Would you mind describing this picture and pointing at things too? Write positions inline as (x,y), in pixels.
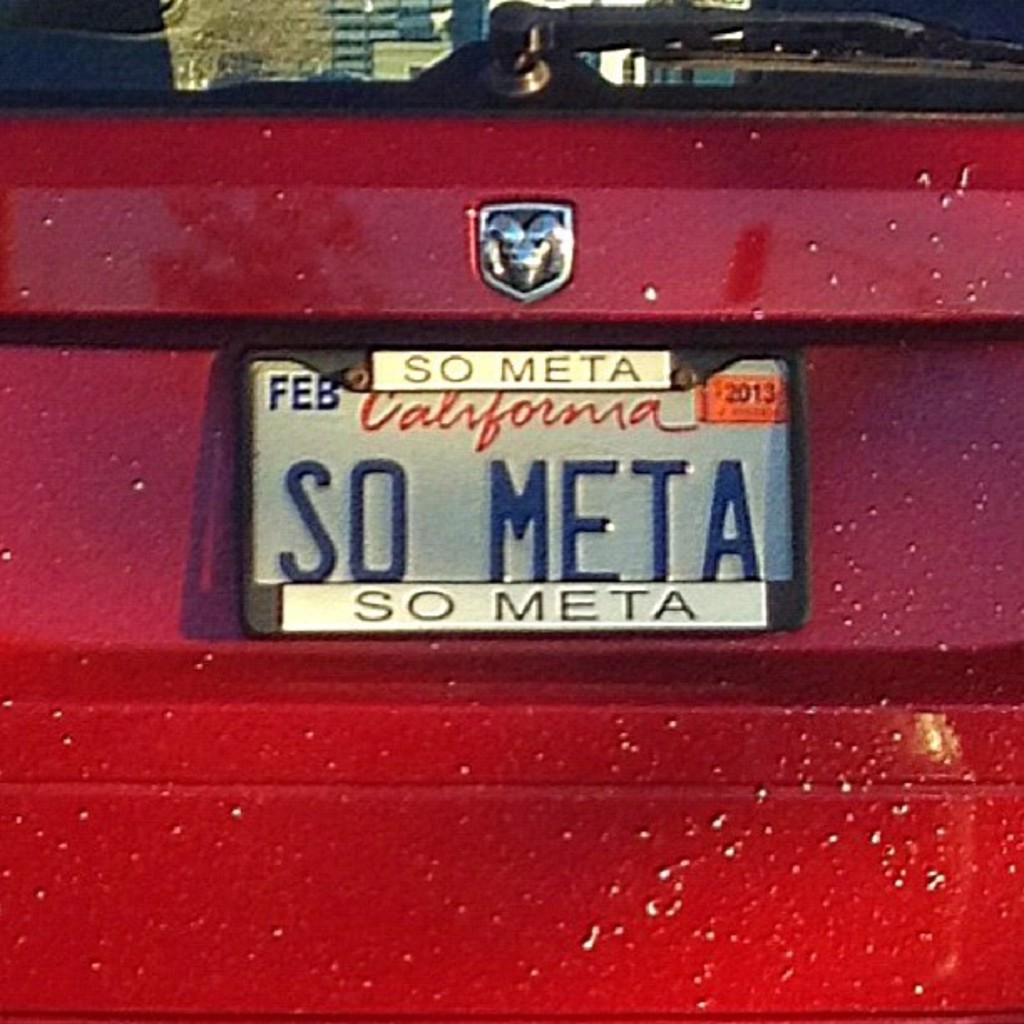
In this picture we can observe a car (636,764) which is in red color. There is a registration plate (435,500) on which we can observe some text (654,527). We can observe a wiper (550,78) on the back windshield (114,57).
